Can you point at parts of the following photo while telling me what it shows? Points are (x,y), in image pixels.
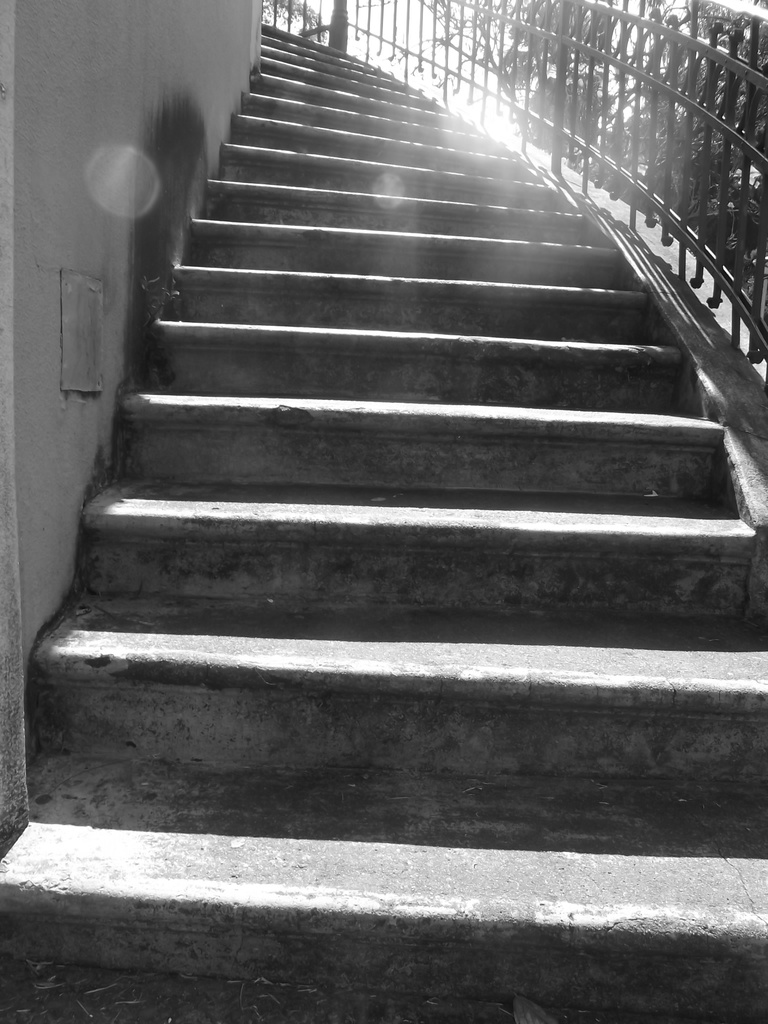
In this image we can see a staircase (463,417), railing (454,73), trees (612,139) and sky (409,65).
